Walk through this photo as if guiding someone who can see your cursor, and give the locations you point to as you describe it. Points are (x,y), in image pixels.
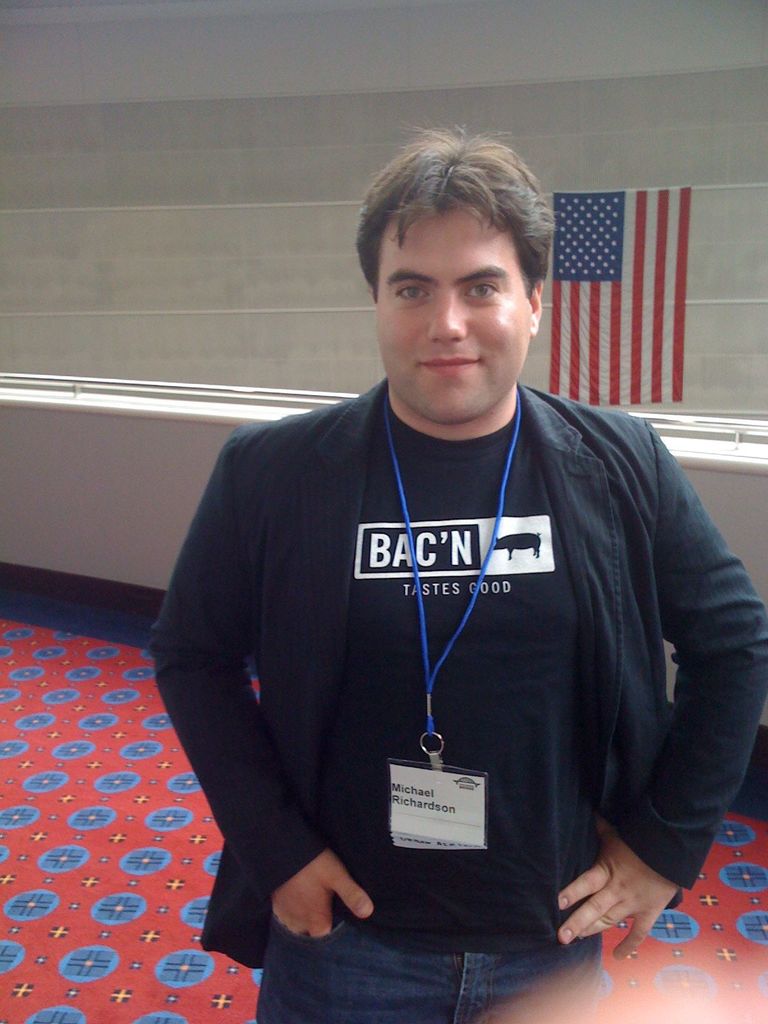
In the picture we can see a person (444,520) wearing black color dress (407,680), blue color Id card (429,664) standing and posing for a photograph and in the background of the picture (100,115) there is a wall (540,348), flag (582,296).
